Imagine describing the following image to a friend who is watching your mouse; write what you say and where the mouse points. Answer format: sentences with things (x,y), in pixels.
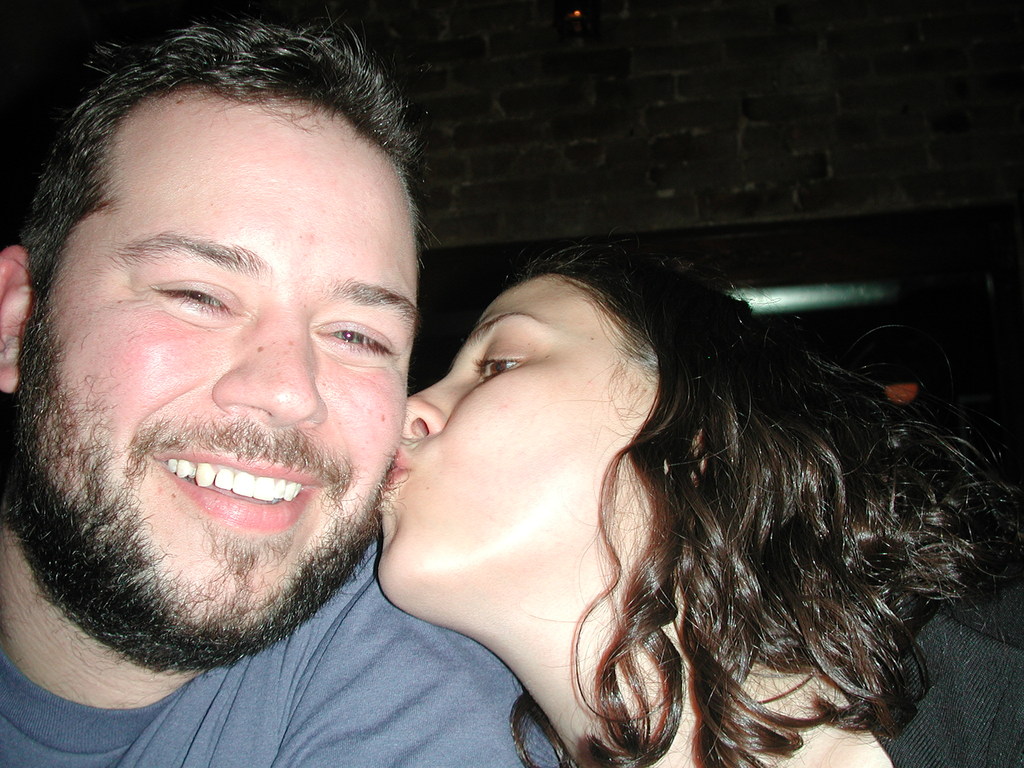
In this picture we can see a woman (425,593) kissing a man (159,314). This man (249,153) is smiling. We can see a brick wall (527,144) and some lights (850,292) in the background (549,54).
